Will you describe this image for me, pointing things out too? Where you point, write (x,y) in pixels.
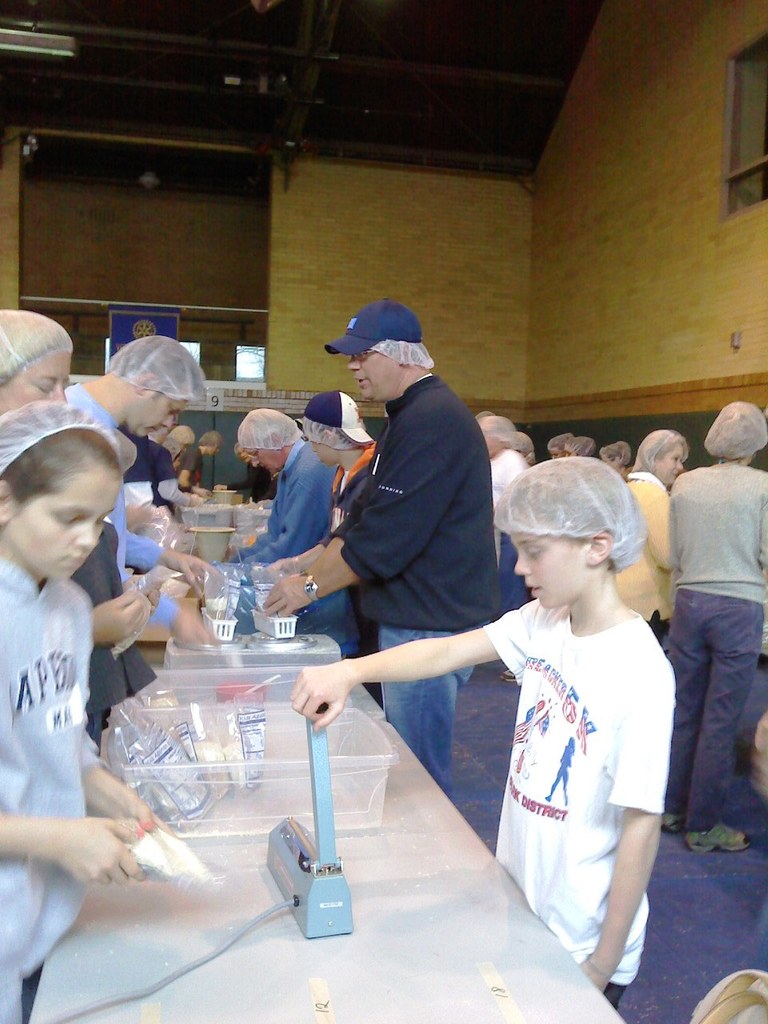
In front of the image there are tables (401,855). On top of it there are a few objects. Beside the tables (396,844) there are people (622,841) standing. In the background of the image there are boards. There is a wall (552,293). On the right side of the image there is a window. On top of the image (522,10) there is a roof top (308,130) supported by metal rods (325,60). There is a light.
